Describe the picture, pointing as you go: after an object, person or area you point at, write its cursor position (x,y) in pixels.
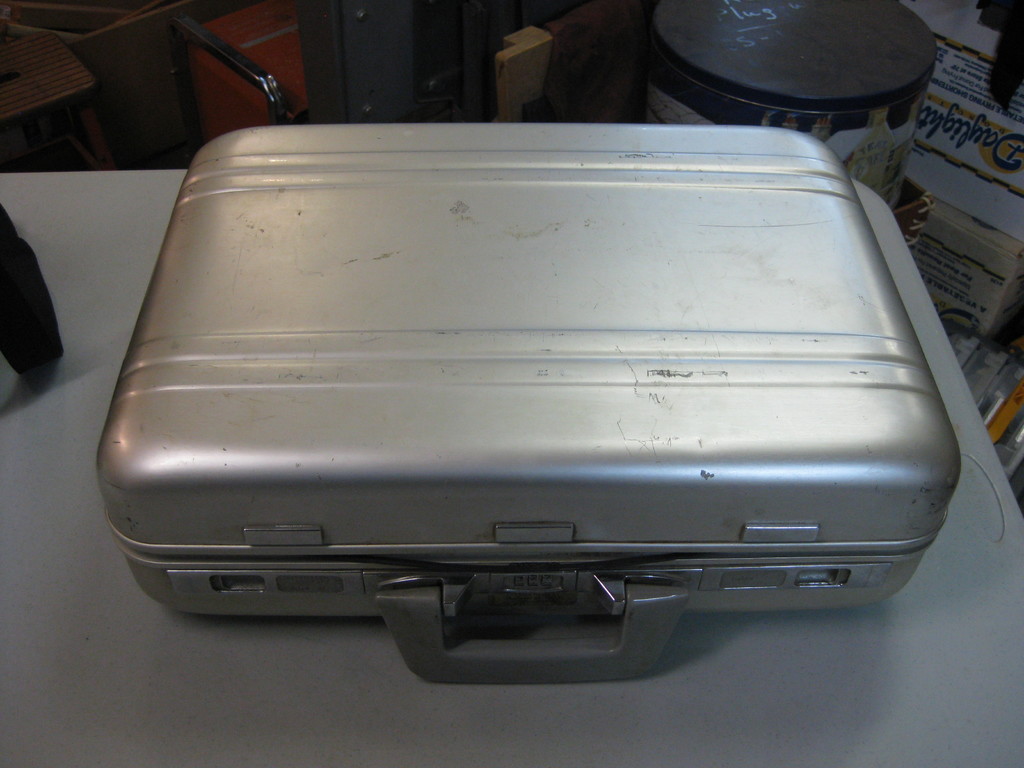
In this image there is a briefcase (811,282) placed in a table (68,264) and in back ground (684,23) there is a box (944,13), hoarding (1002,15).
